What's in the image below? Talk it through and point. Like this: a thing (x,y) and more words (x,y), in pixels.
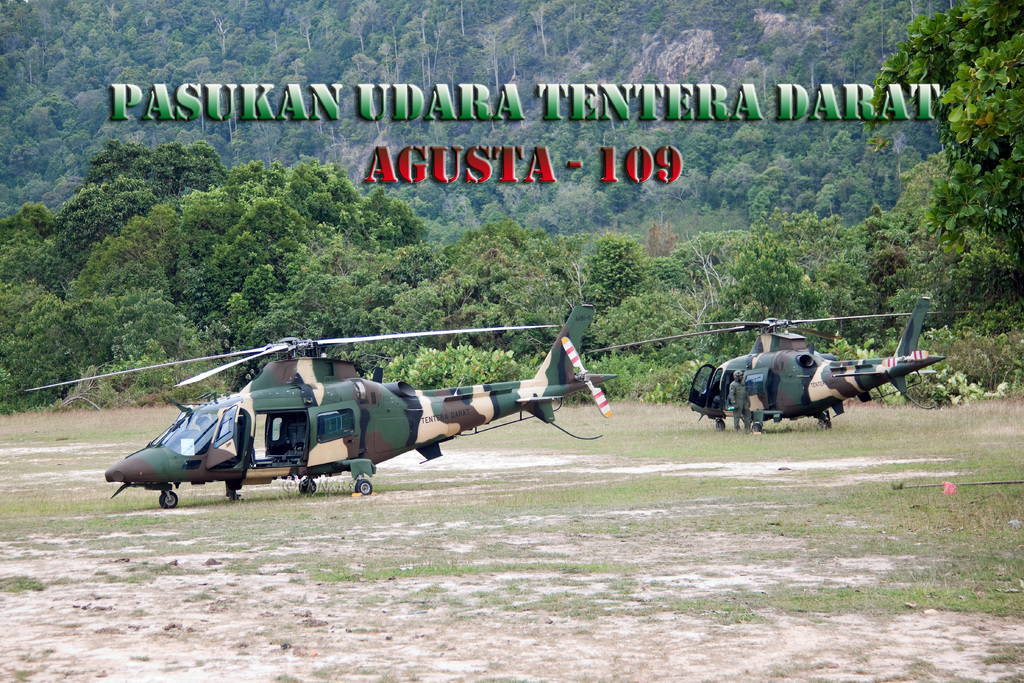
In this image, we can see two helicopters (468,400) on the ground (112,421), we can see some green trees (167,290) and we can see some text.
